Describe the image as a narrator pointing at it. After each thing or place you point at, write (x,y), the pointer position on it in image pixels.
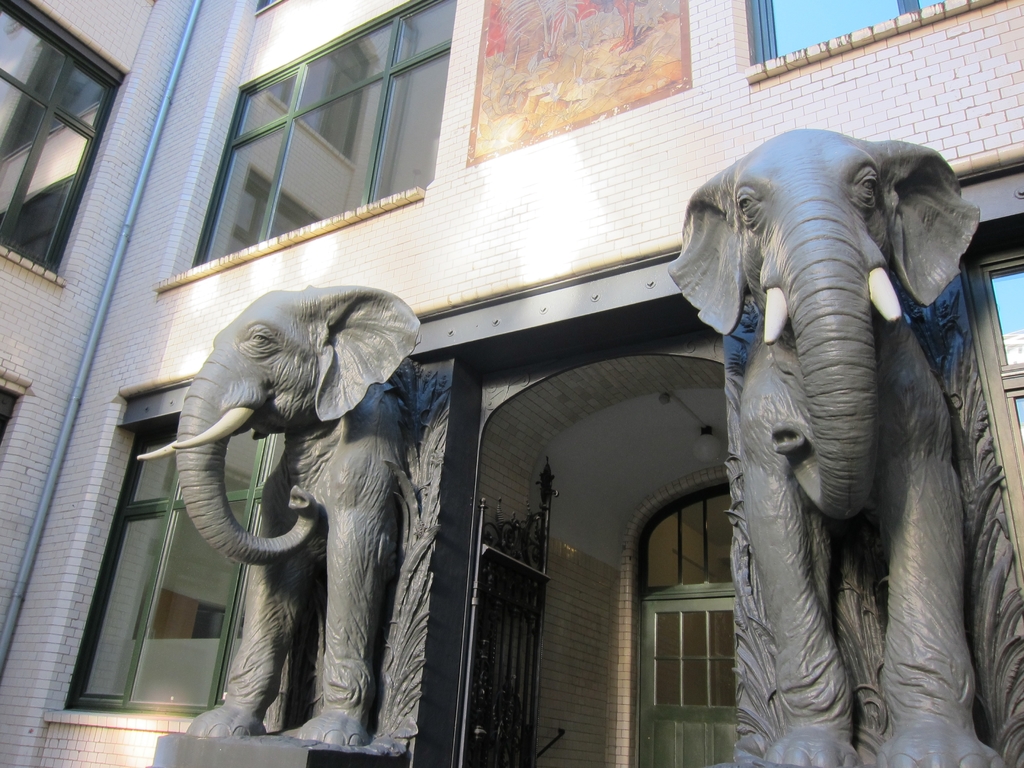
The picture consists of a building (876,54). In the foreground of the picture (323,458) there are statues of elephants (818,409). At the top (575,208) there is brick wall (140,146). The picture has windows (386,186), pipe (170,86), gate (527,612) and door (693,612). At top (534,104) there is frame (547,90).
